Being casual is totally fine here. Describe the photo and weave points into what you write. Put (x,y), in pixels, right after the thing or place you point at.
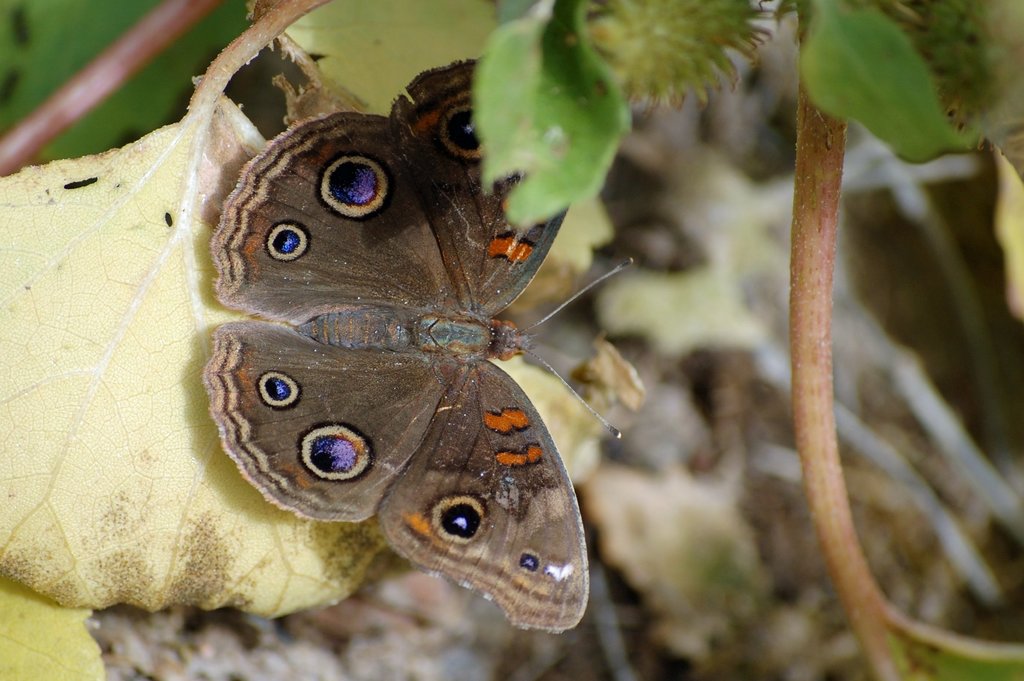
In the picture I can see a butterfly (429,389) on a leaf (230,309). The background of the image (664,363) is blurred.
